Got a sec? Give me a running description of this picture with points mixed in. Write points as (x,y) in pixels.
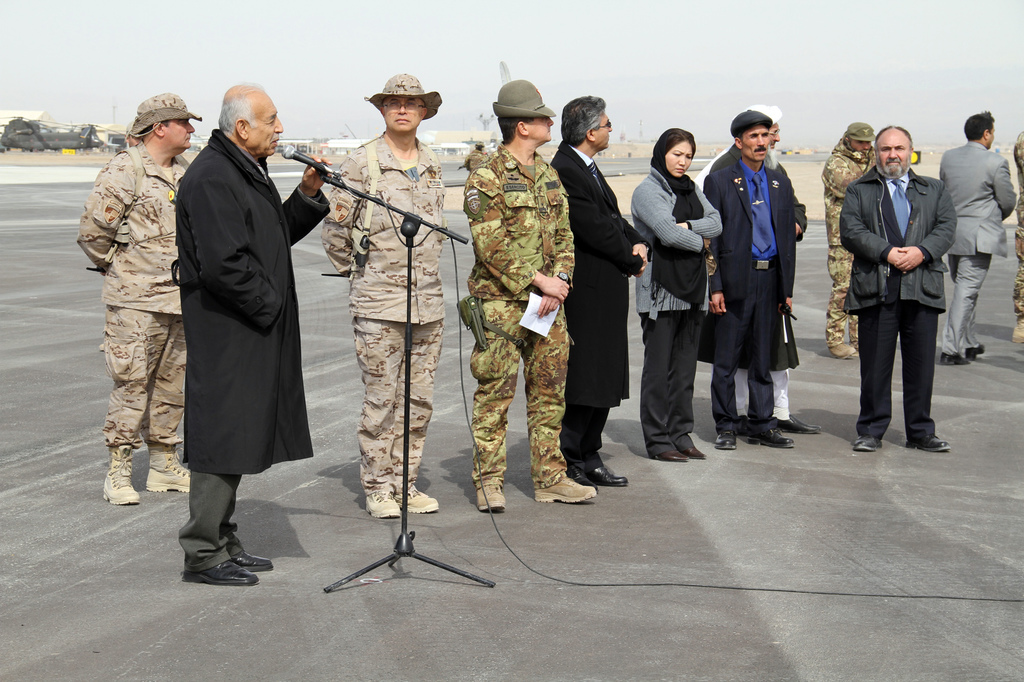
In this picture we can see a group of people (510,307) on the ground (696,476), man (246,172) holding a mic (312,165) with his hand (320,183) and in the background (488,148) we can see houses (107,133), some objects (59,146) and the sky (254,73).
